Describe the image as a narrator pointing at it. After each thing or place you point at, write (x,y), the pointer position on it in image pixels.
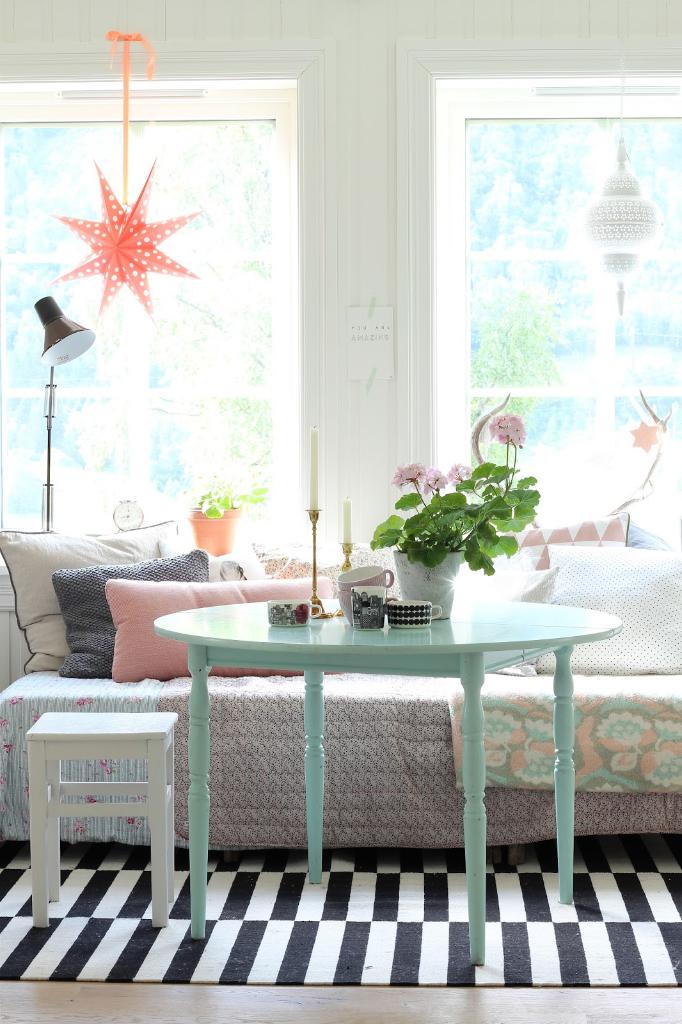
Here we can a table (179,634) on the floor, and flower pot (442,531) and some objects (401,603) on it, and at back (200,570) here is the sofa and pillows (202,552) on it, and here is the glass windows (555,230).
